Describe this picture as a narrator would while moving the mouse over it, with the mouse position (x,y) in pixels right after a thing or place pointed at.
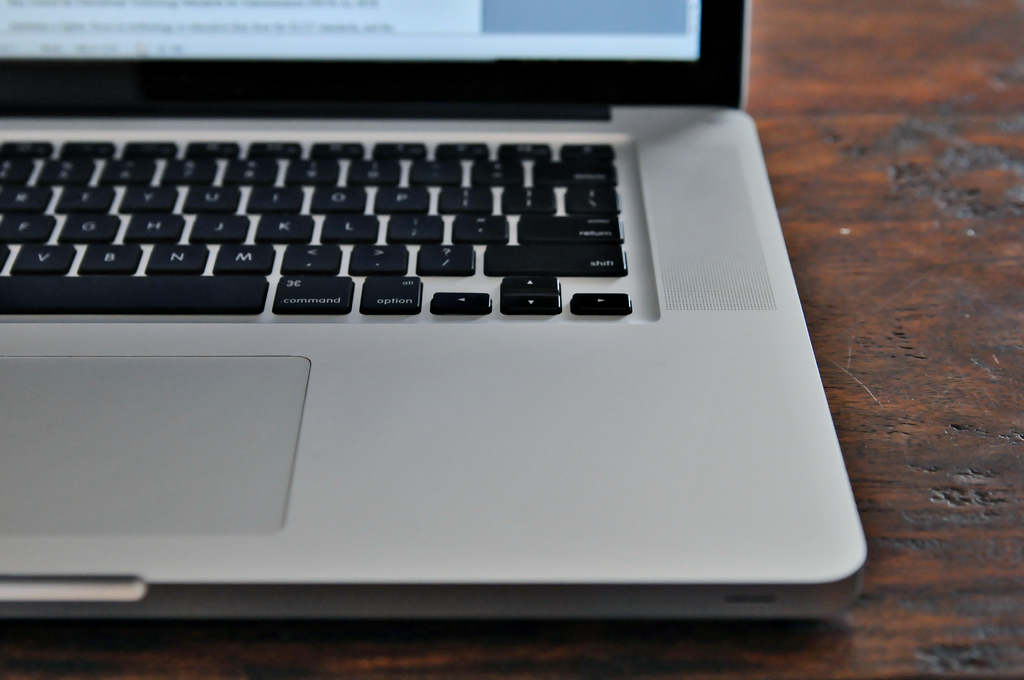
As we can see in the image there is a laptop (398,229).
